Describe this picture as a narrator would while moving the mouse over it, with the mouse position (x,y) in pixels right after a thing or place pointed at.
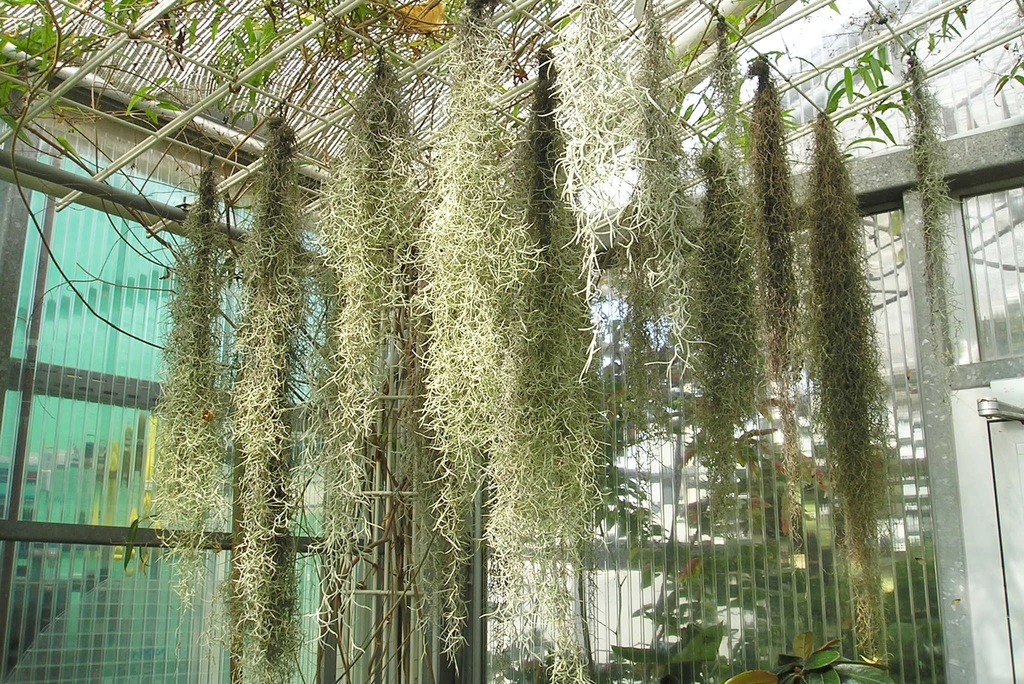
In this image at the top (354,78), we can see a mesh (295,63) and there are climber plants (475,186) and in the background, we can see glass doors (884,357).
